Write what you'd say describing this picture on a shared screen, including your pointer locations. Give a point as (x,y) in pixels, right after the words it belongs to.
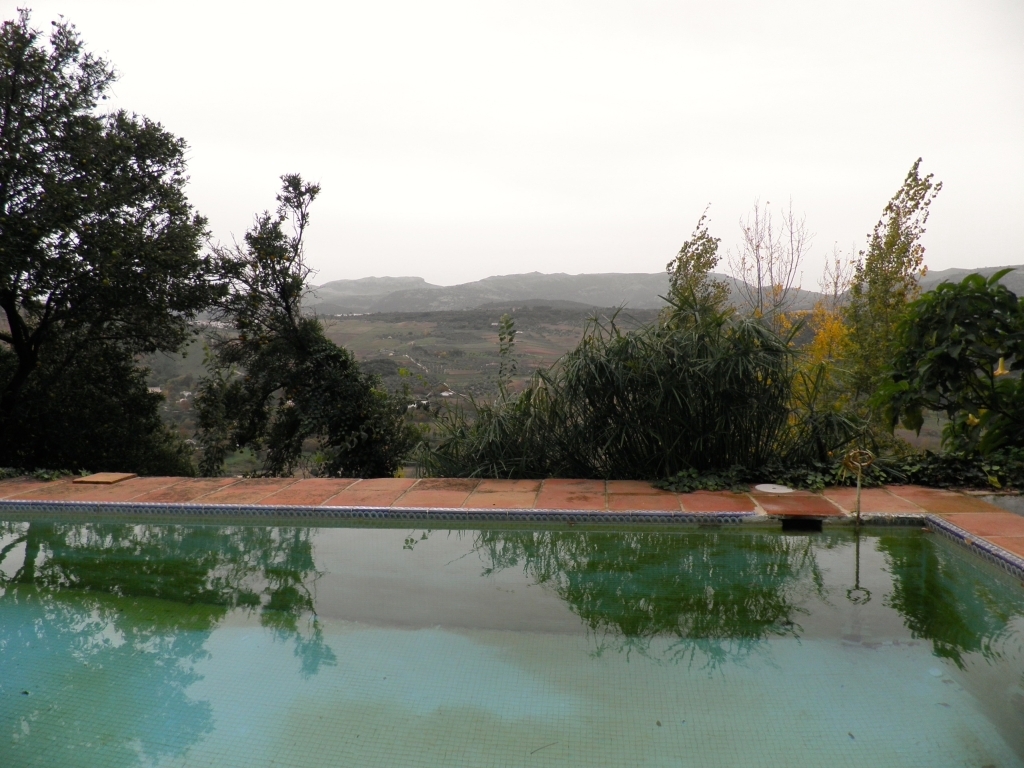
In this image we can see sky (598,240), hills (489,302), ground (491,346), trees (684,284) and a swimming pool (368,615).
